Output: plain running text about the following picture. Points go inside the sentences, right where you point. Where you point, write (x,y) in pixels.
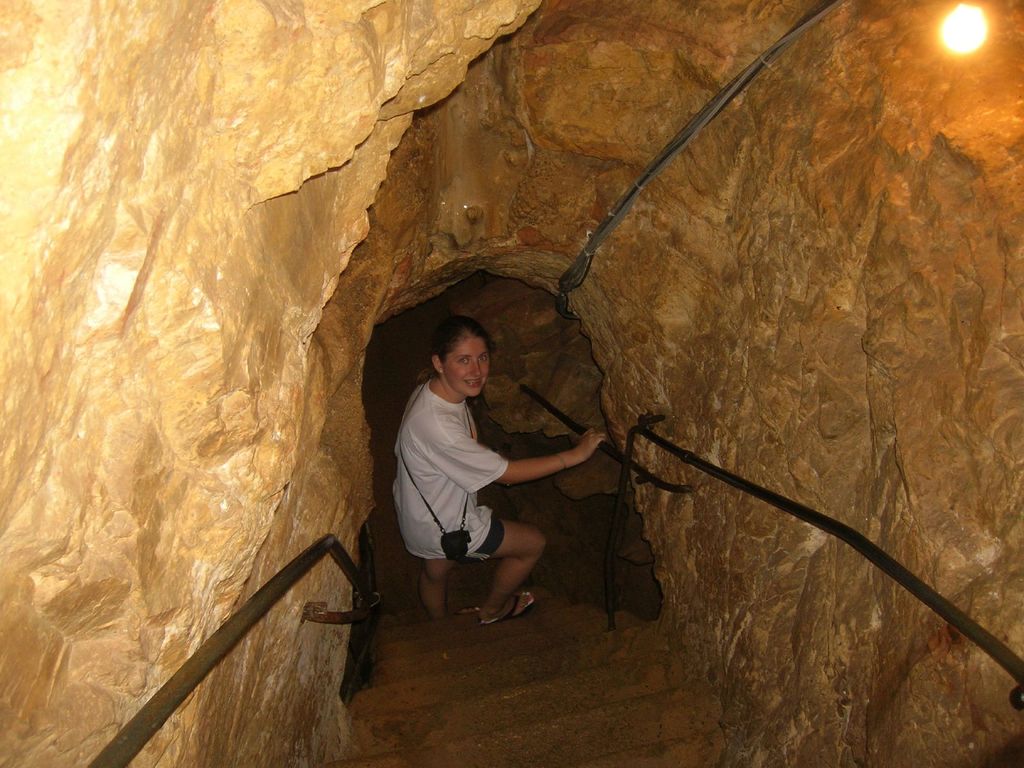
In this image I can see the person (419,526) and the person (468,543) is wearing white and black color dress (410,537) and I can also see few stairs (504,637) and few poles (354,656) and I can also see the light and the person (424,558) is inside the cave (955,72).
